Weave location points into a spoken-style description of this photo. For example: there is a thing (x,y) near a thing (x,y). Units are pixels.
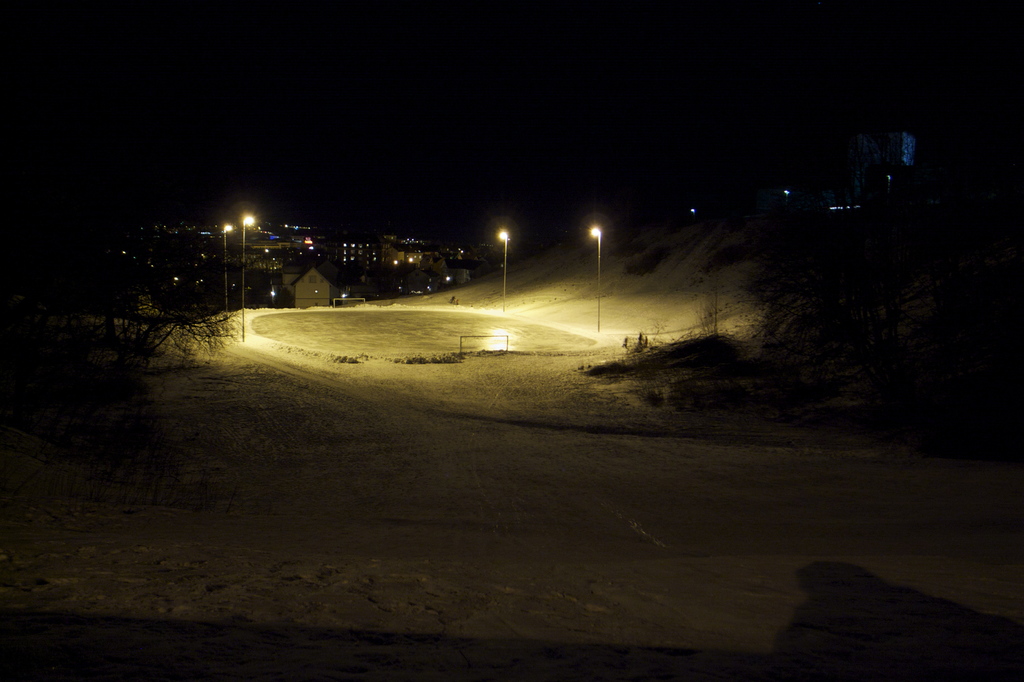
This image is taken at night time. In this image there is a ground (398,309) and few street lights (244,223), in the background (301,298) there are a few buildings (385,242).
